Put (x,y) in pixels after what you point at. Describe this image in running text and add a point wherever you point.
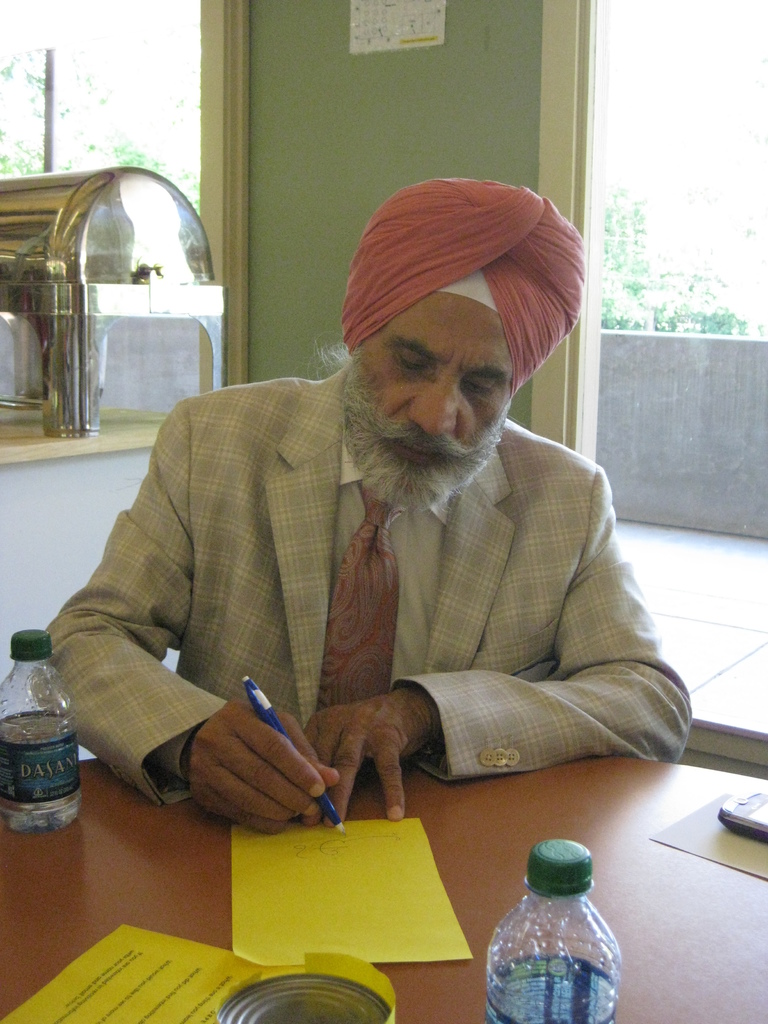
This person (279,501) wore suit (249,591) and sitting on a chair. In-front of this person (318,669) there is a table (699,803), on a table (690,803) there is a paper (338,894) and bottle (58,743). This person (241,632) is holding a pen (262,717). These are trees (630,297). On this table (92,479) there is a container (104,295).
